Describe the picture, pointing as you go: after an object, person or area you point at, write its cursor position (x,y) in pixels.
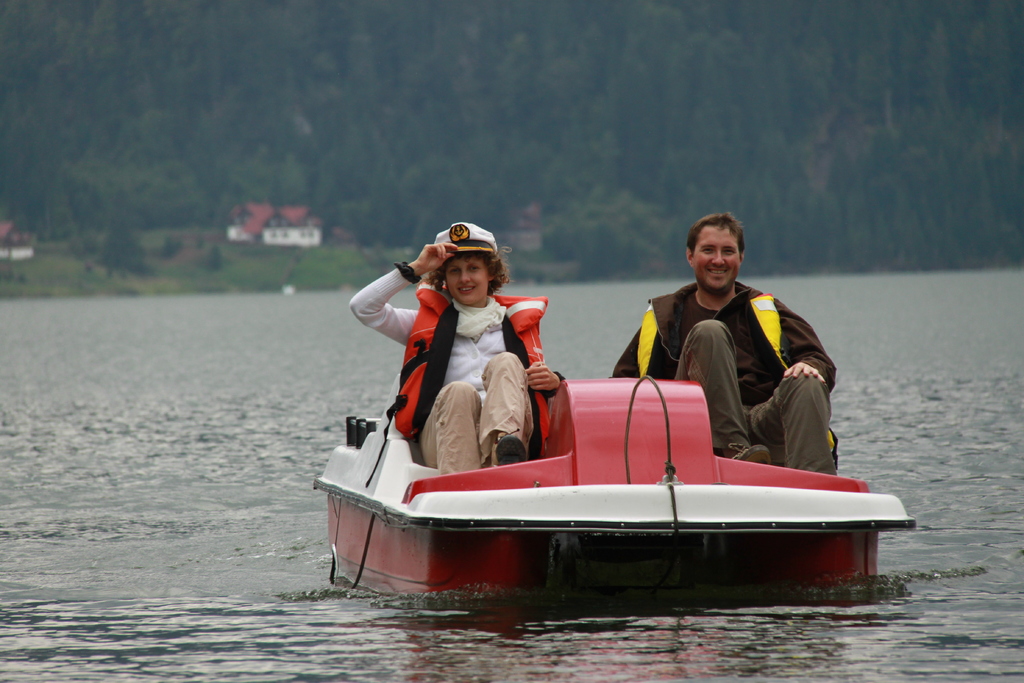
In this image there is water (348,599) and we can see a boat (435,546) on the water (307,607). There are people (474,431) sitting in the boat (514,472). In the background (245,128) there are trees (401,232) and sheds (313,238).
